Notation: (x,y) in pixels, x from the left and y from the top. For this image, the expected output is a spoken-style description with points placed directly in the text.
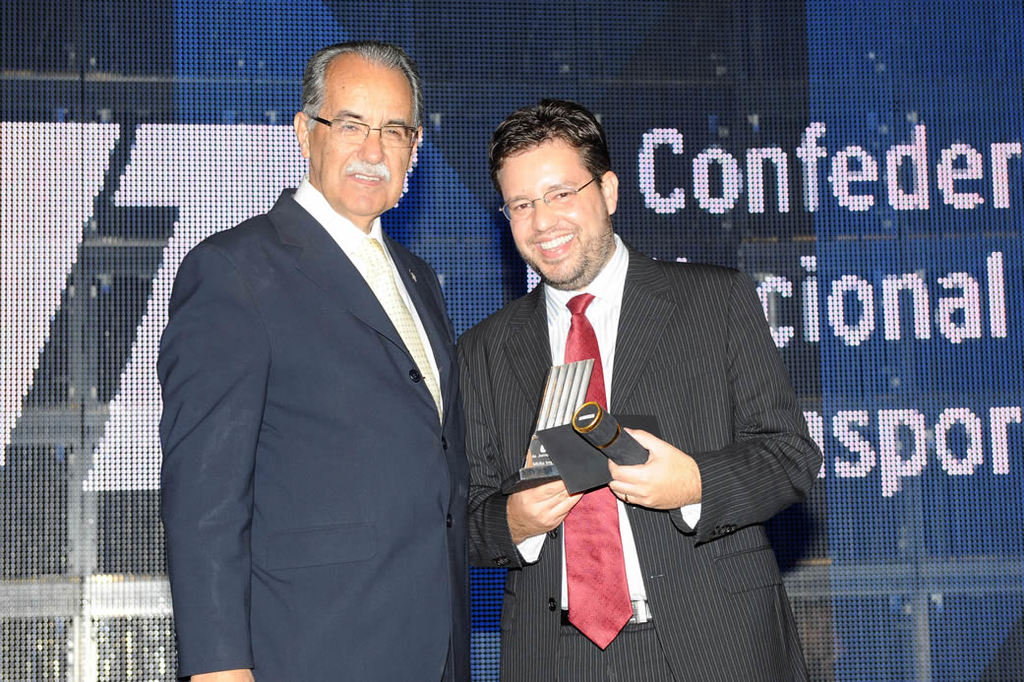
In this image I can see two persons (502,477) standing, the person (706,491) at right (728,285) is wearing black blazer (678,275) and white color shirt (561,299) and holding an award (561,382) and the background (873,115) is in blue and black color and something is written on it.
